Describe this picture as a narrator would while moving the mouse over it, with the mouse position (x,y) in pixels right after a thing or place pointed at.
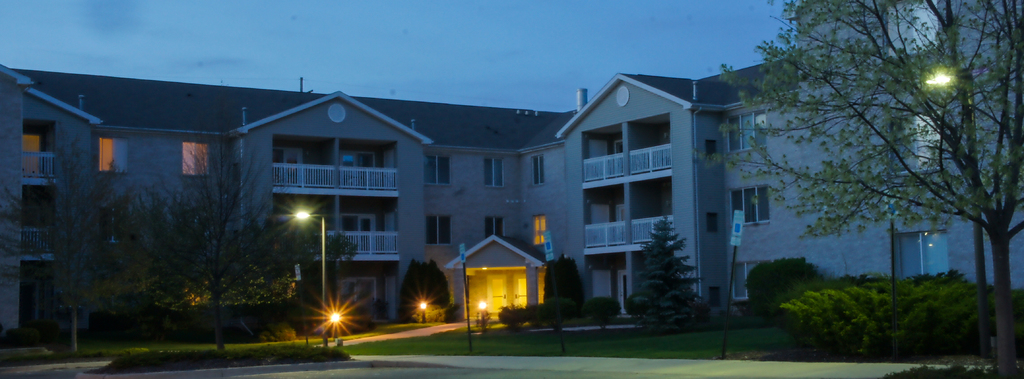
As we can see in the image there are buildings (492,165), windows (750,190), lights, plants (434,301) and trees (862,171). There is grass (573,347) and at the top (558,26) there is sky (558,26). The image is little dark.
